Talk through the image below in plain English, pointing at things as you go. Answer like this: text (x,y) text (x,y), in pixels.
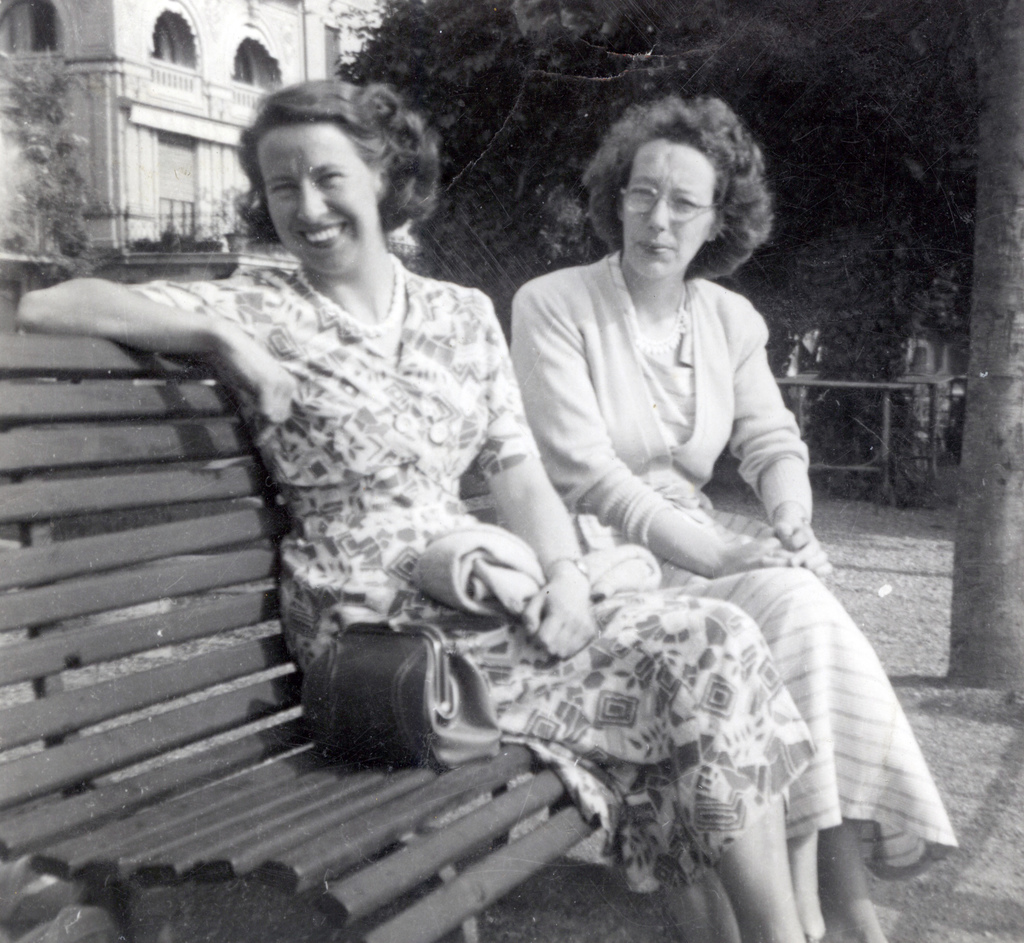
This is a black and white image. In the center of the image (457,394) we can see women (395,366) sitting on the bench (75,430). In the background (495,83) we can see trees (495,83) and building (161,95).
